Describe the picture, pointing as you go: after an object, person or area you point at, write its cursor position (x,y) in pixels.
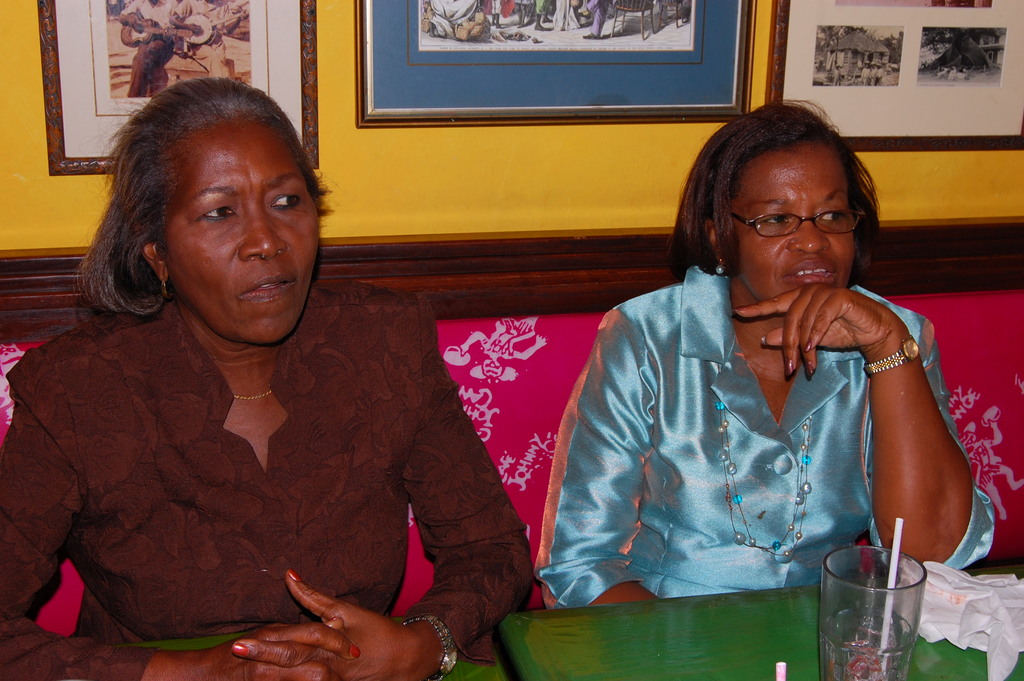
In this image we can see two women (372,422) are sitting at the table (654,660) and on the table (642,676) we can see a glass (844,642) with straw (886,627) in it and a tissue paper (1006,595). In the background (405,82) we can see frames (751,45) on the wall (349,59).
